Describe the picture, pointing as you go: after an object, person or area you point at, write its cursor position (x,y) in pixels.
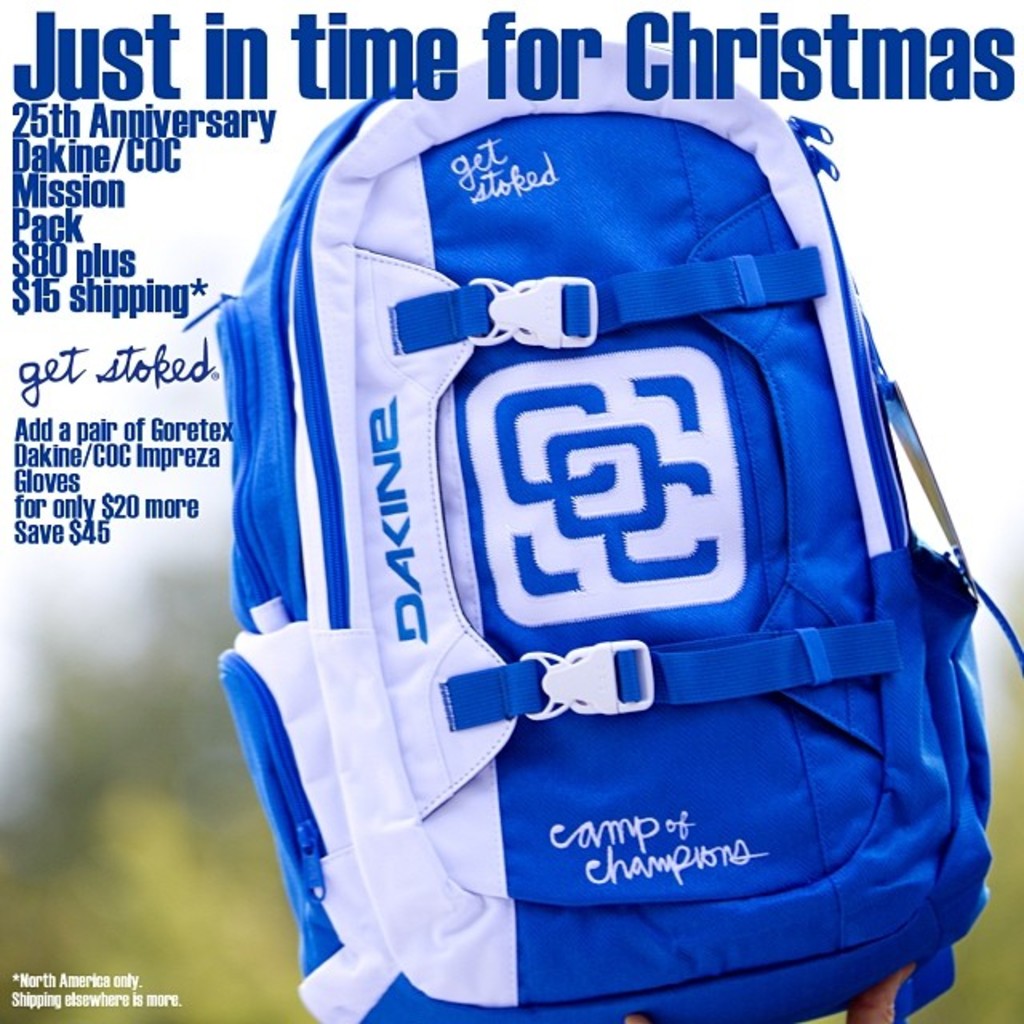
In this image we can see blue and white bag (461,588). Something written on this picture. Background (80,852) it is blur.
